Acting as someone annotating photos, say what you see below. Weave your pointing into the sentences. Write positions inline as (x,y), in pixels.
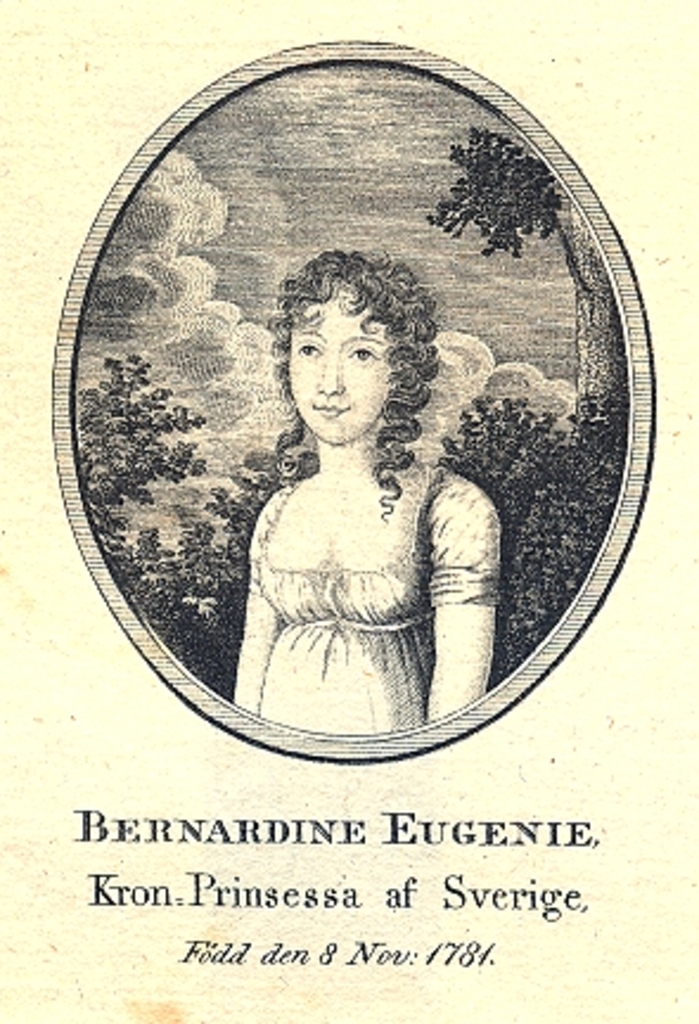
This is a poster (324,746) and here we can see a girl (404,528) and trees (583,458).
